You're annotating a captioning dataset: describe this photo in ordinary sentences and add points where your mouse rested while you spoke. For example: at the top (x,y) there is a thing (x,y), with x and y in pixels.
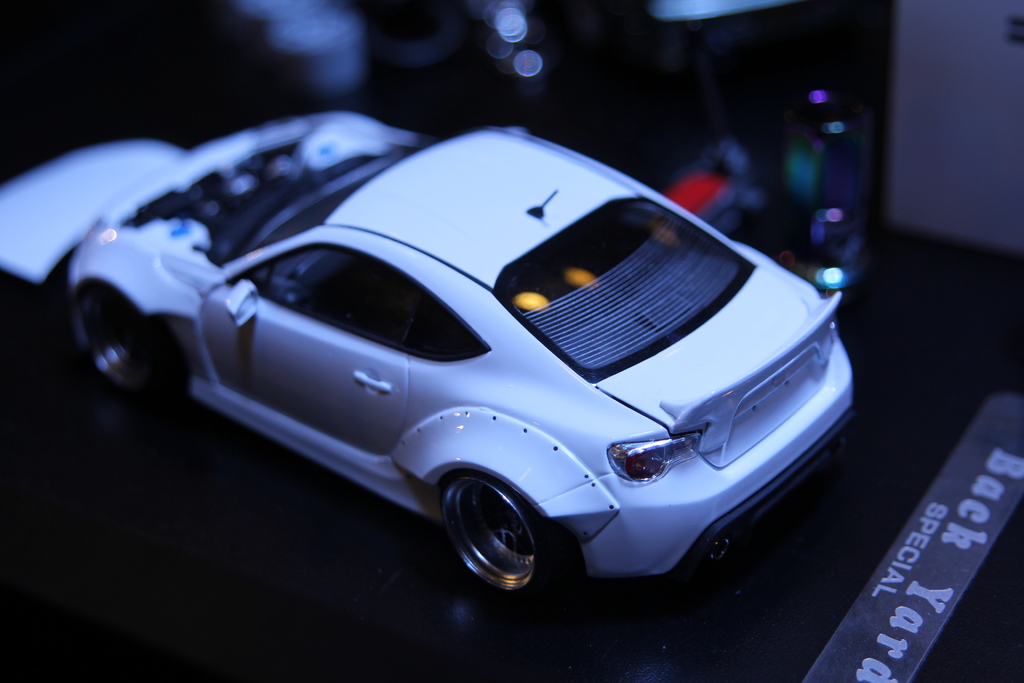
This picture shows a toy car (471,348) on the table (264,476) and the car (460,235) is white in color.
